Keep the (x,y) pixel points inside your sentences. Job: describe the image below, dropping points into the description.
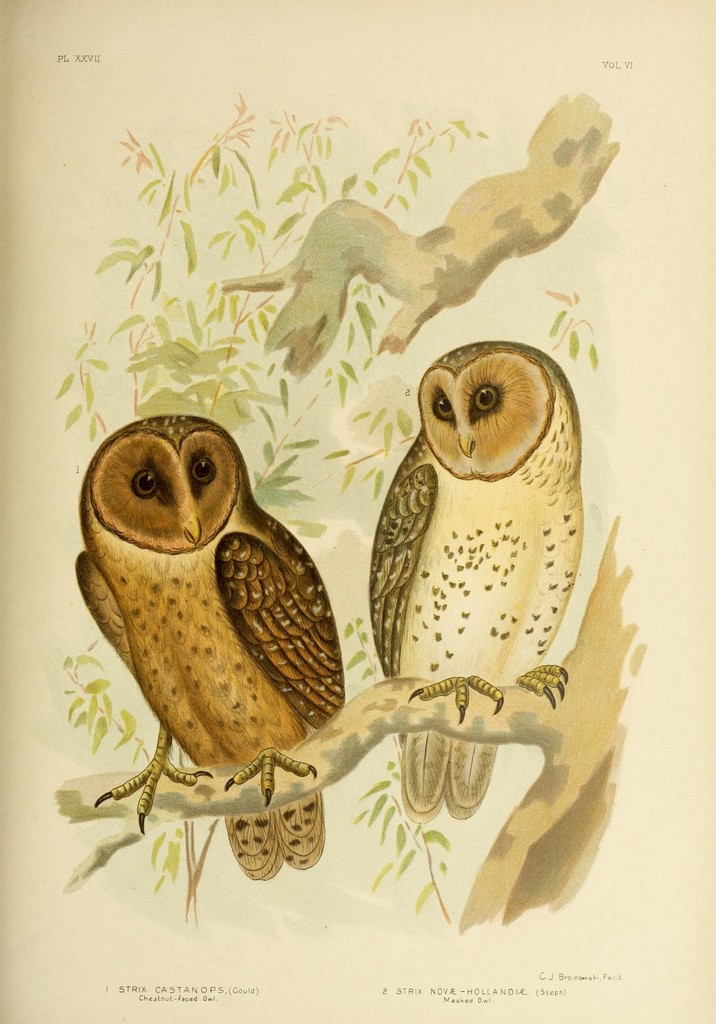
This picture might be a painting on the paper (4,177). In this image, we can see two owls (265,674) are holding a tree (472,722) a trunk (599,802). In the background (283,325), we can also see some trees (196,379).
